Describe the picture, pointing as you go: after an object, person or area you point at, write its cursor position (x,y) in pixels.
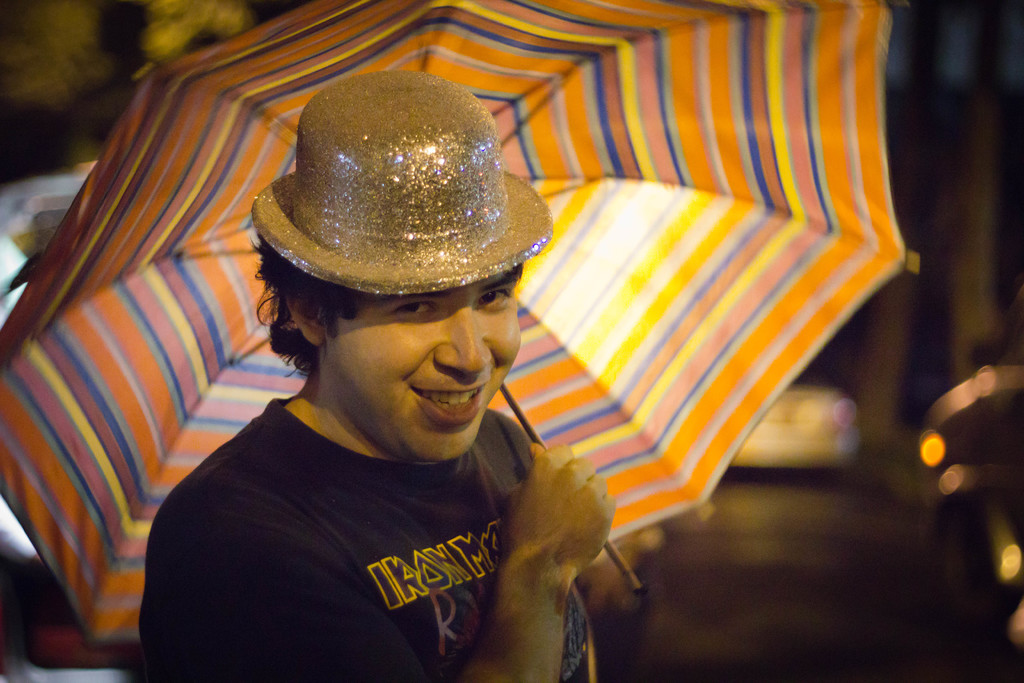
In this image in the center (358,387) there is one man (404,388) who is standing and he is holding an umbrella (526,107) and also he is wearing a hat (441,269), in the background (844,418) there are some vehicles (1004,434) and trees (84,50).
